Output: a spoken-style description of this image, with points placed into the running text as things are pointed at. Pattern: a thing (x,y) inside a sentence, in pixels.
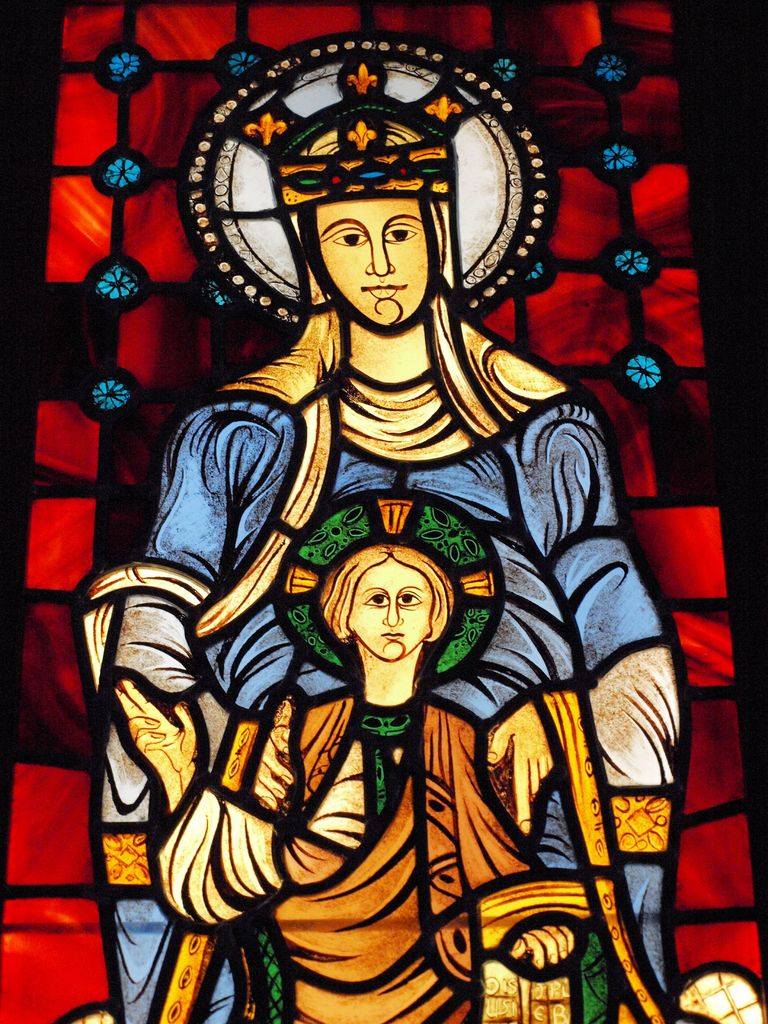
In this image I can see the paintings (314,228) of two persons (307,453). I can also see red and blue colour in the background (541,273).
